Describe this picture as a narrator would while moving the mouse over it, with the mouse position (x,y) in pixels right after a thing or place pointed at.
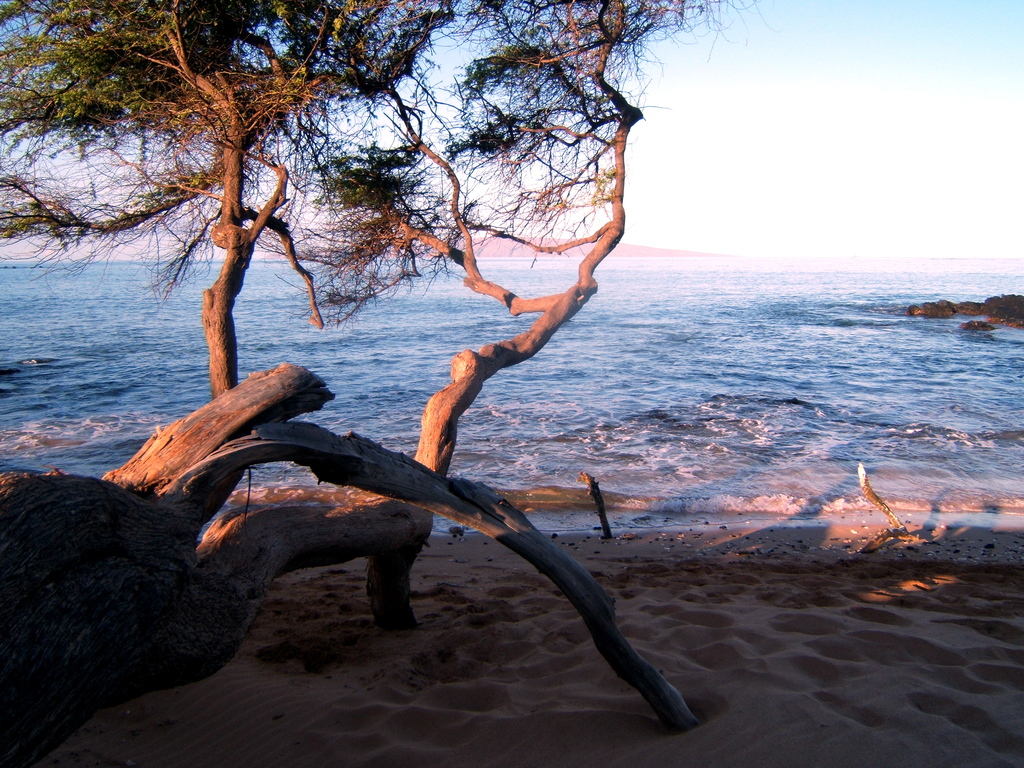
There are trees (140,167) and this is sand (870,692). Here we can see water (789,440). In the background (903,154) there is sky (842,159).
